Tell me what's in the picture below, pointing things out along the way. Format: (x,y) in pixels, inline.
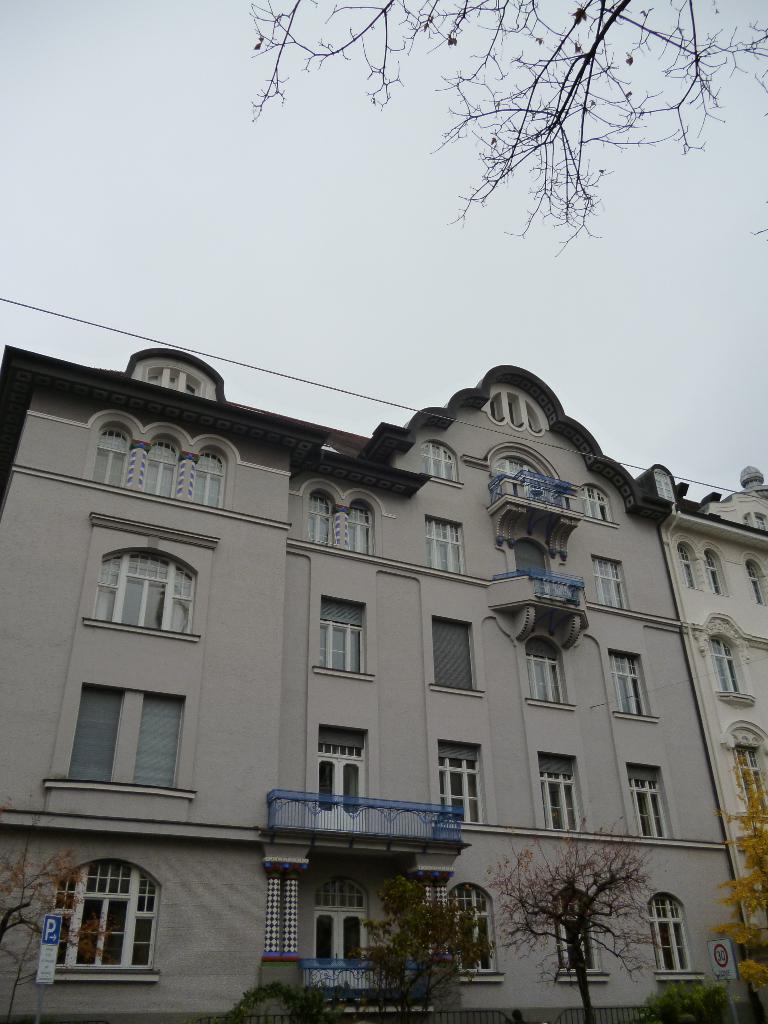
In this picture we can see trees (429,913), signboards (713,952), building (211,434) with windows (687,546) and in the background (413,166) we can see the sky (477,159).
